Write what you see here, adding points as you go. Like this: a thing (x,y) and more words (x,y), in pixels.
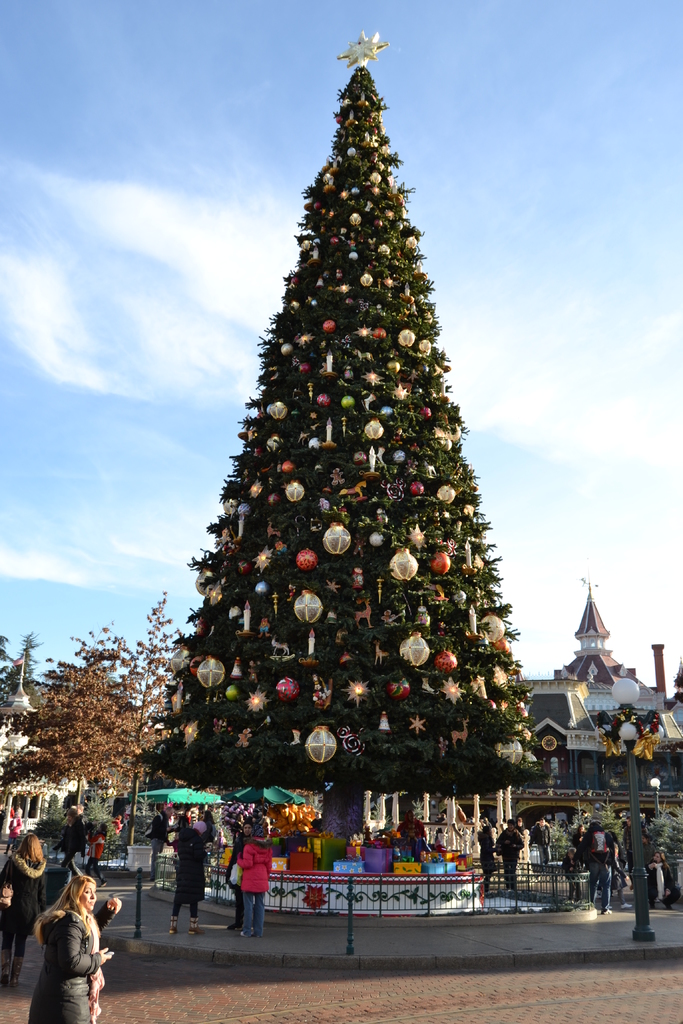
In this picture there is a decorative Christmas tree (343,497) with black color fencing grill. In the front (242,918) there are two girls (245,890) standing and discussing something. Behind we can see a castle house (569,733) and some dry trees (74,726).
